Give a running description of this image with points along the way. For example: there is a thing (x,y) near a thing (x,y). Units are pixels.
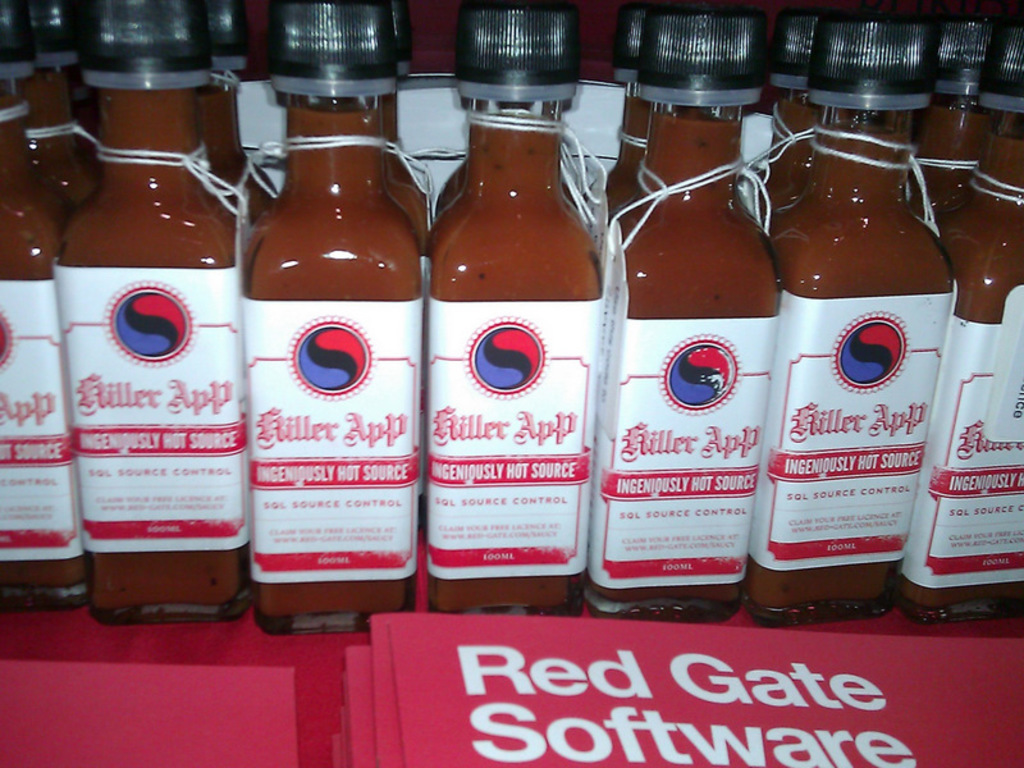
In this image i can see few bottles (575,284).
